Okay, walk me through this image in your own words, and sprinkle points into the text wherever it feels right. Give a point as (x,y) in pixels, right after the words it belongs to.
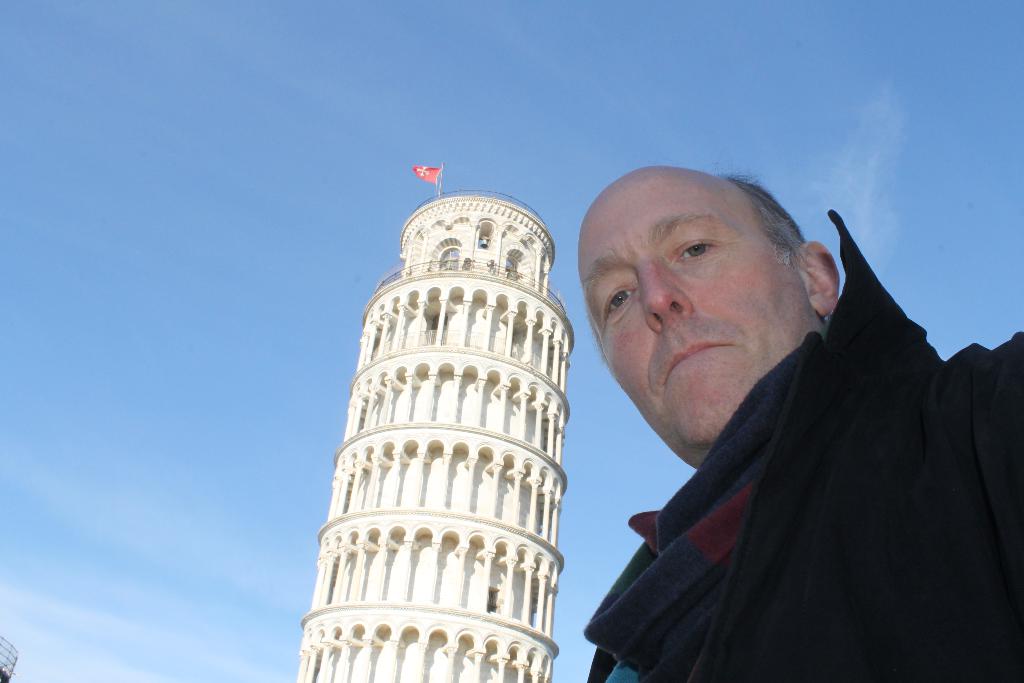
On the right side of the image (684,329) there is person (669,326). Behind him there is a tower (457,446). On top of it there is a flag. In the background of the image (272,255) there is sky (127,540).
